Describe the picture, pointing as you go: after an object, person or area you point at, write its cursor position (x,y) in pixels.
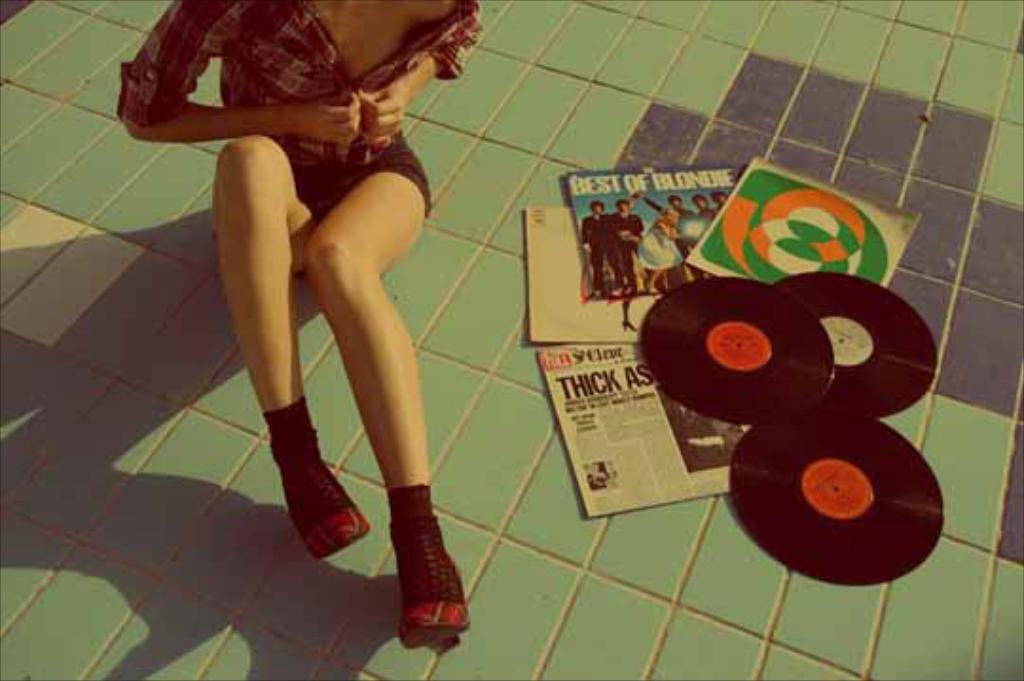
In this image in the center (382,397) there is one woman (333,302) who is sitting beside her there are some album covers (627,283) and records (903,518), at the bottom (186,549) there is a walkway (120,527).
